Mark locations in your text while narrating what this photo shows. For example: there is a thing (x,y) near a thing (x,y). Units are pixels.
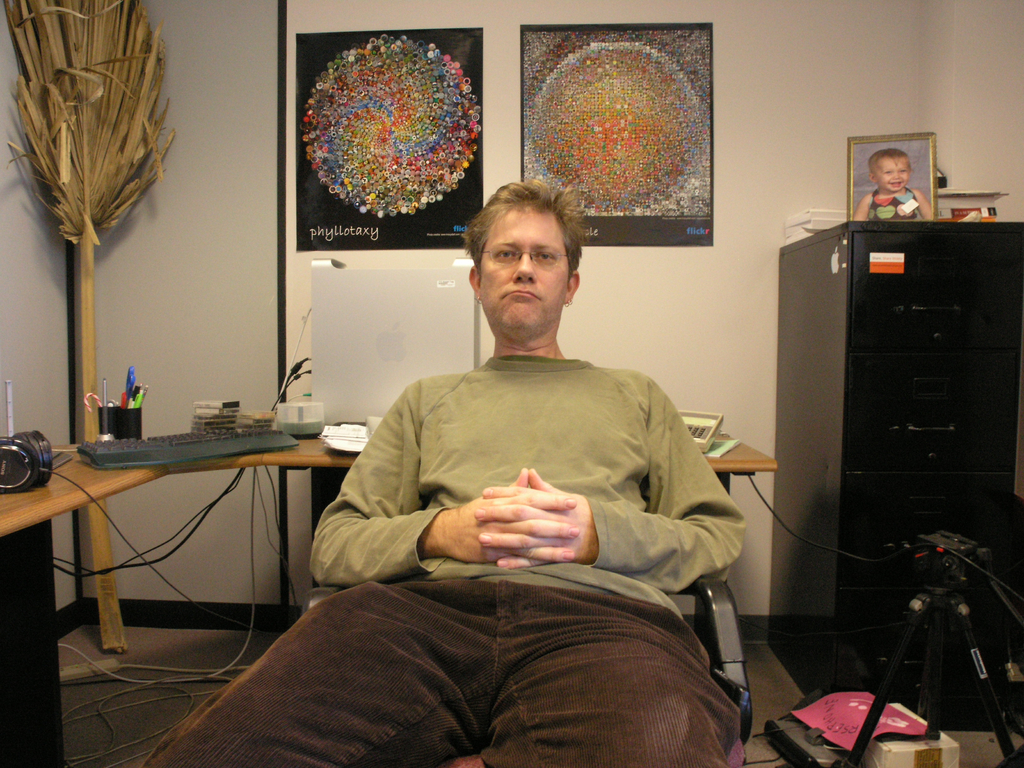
In this image i can see a man (491,632) who is sitting on the chair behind him I can also see a keyboard (169,438) and few other objects (23,467) on the table (67,462). On the right side of the image (902,363) I have filing cabinet (917,347) with a photo (900,186) on it.
